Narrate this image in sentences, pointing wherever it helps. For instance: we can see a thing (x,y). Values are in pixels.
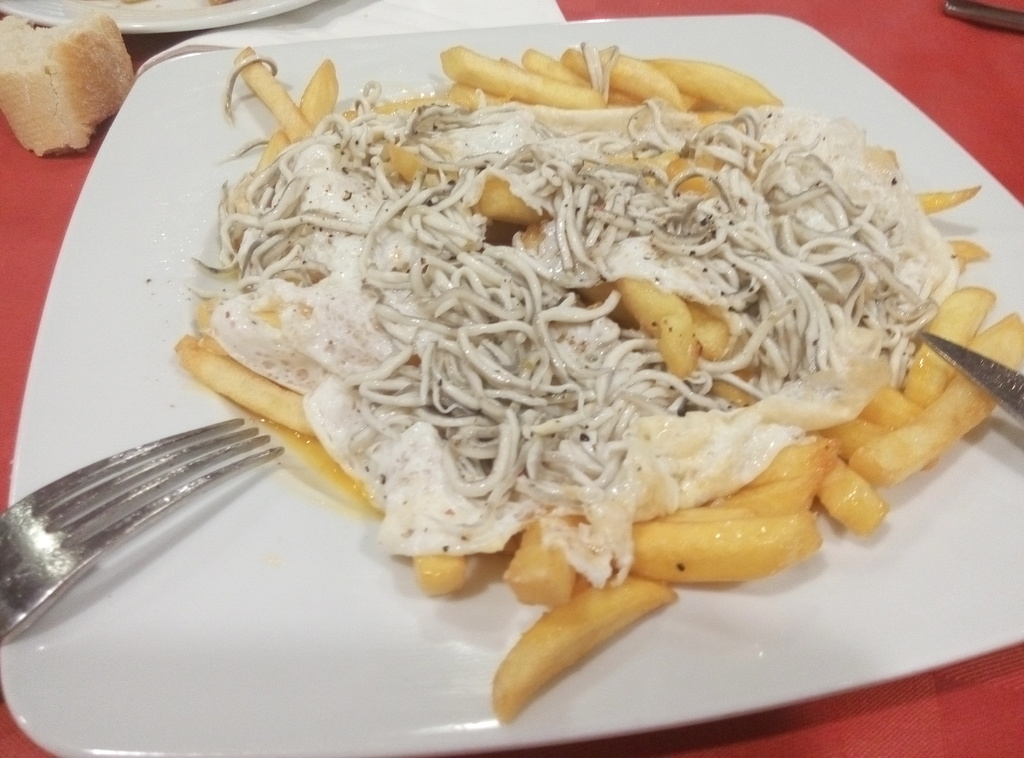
In this image I see the red surface (861,20) on which there are 2 plates (100,608) and on this plate (995,525) I see food (570,334) which is of yellow and white in color and I see a fork (202,465) over here.
